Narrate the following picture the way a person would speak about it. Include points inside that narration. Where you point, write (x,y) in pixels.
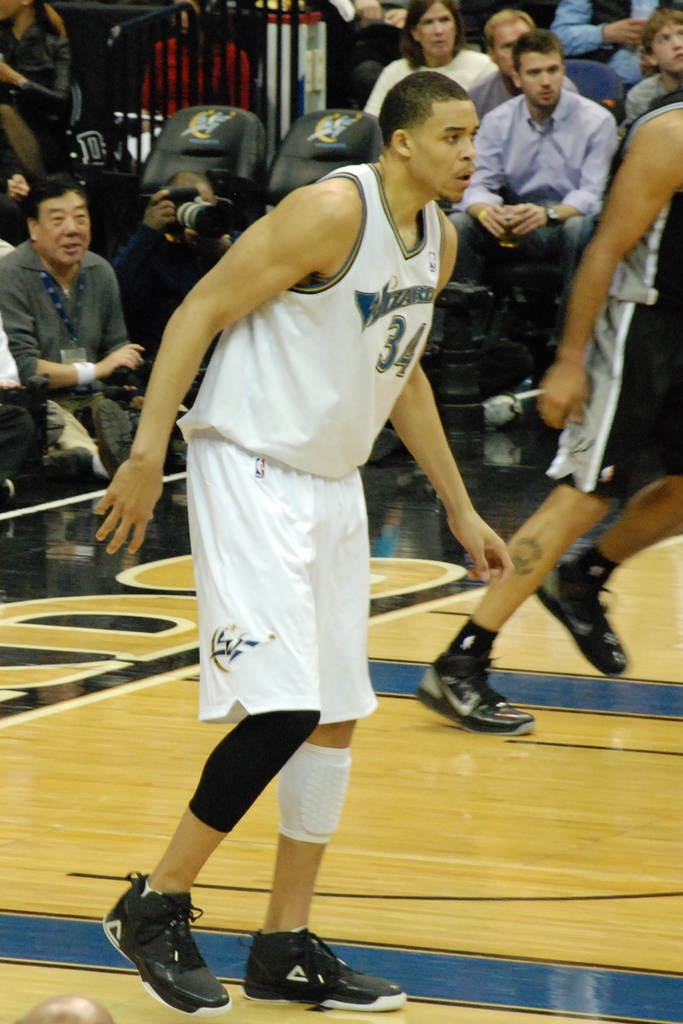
In the foreground of the picture (335,476) I can see a sportsman (329,291) standing on the floor (238,856). There is another sportsman (515,575) on the right side (647,160), though his face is not visible. In the background (558,106), I can see the spectators (521,149) sitting on the chairs (228,145). There is a man (134,331) capturing an image with a camera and he is on the top left side (215,207).
